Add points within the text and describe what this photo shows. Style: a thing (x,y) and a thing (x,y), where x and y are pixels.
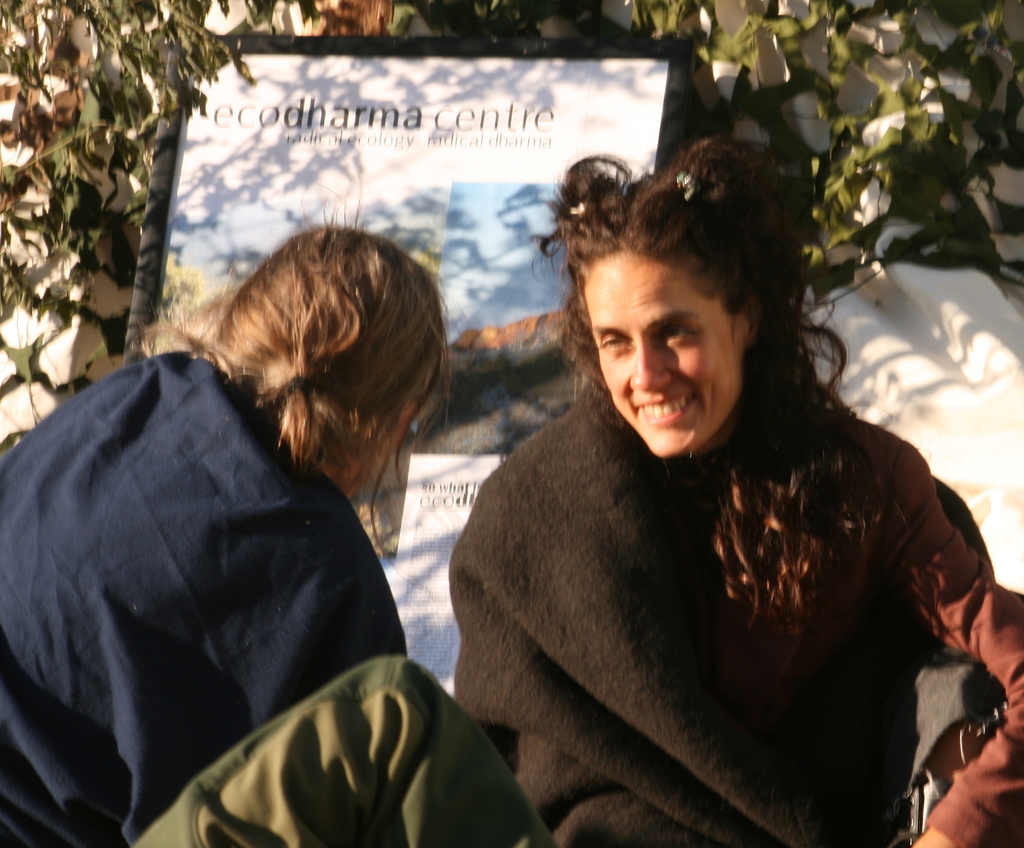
In this image, we can see a few people (586,404). We can also see a board (480,298) with some text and images (535,330). We can see the background (889,171) with some leaves (980,76). We can also see a white colored object (890,293).
